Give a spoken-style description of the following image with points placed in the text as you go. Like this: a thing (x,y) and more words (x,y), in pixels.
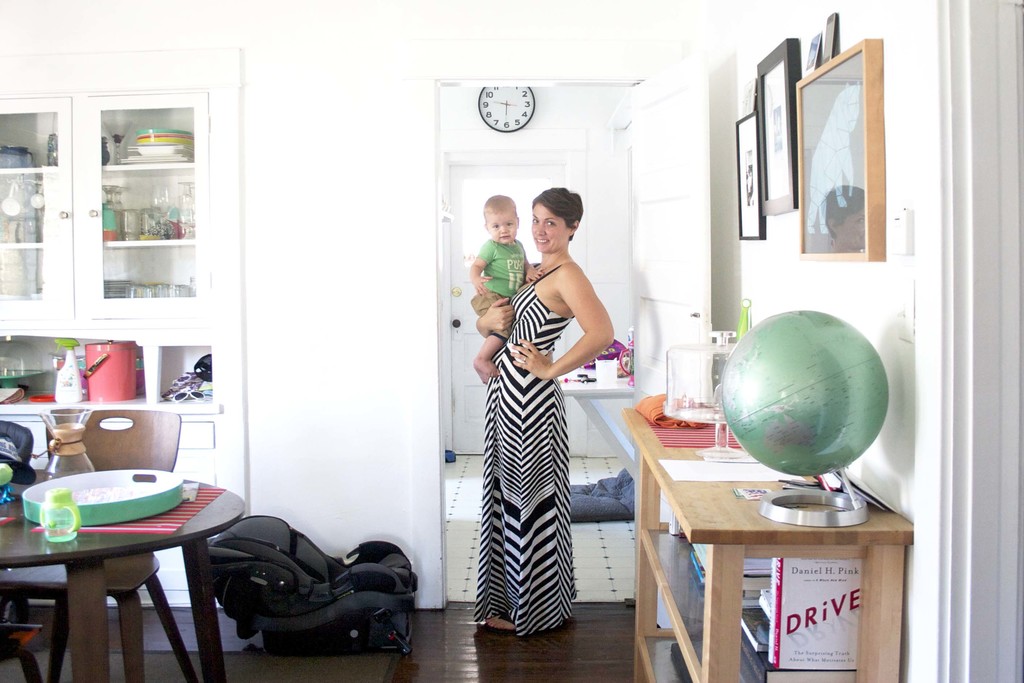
In this image I can see a woman (540,345) carrying a baby (518,279) in her hands (540,360). This is an image clicked inside the room (420,560). In front of the woman (500,531) there is a car seat (321,565). On the left side of the image (106,574) there is a table (114,554) and chairs (141,444) are arranged around this table (77,560). Behind the table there is a cupboard (22,272). Few bowls (155,153), bottles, cups (147,288) are arranged in it. To the right side wall (723,34) few frames (805,129) are attached. Just below this frames (830,214) there is a table (722,512).
